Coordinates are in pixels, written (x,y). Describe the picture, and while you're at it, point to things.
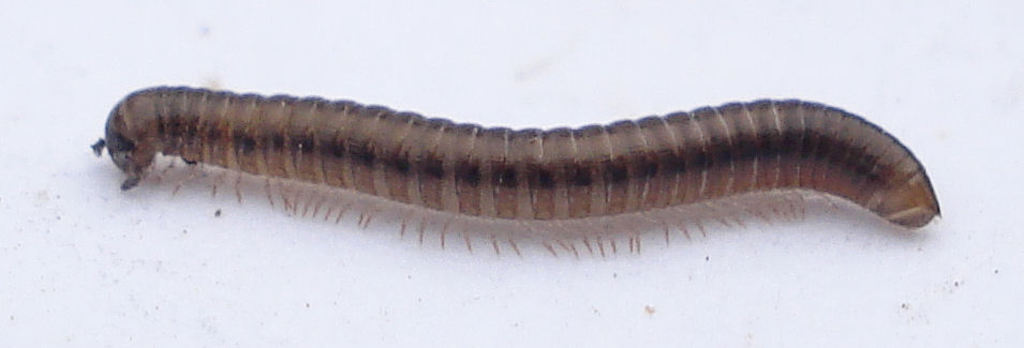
In this picture there is a millipede (348,185) on the wall (457,305) or floor (151,253).
